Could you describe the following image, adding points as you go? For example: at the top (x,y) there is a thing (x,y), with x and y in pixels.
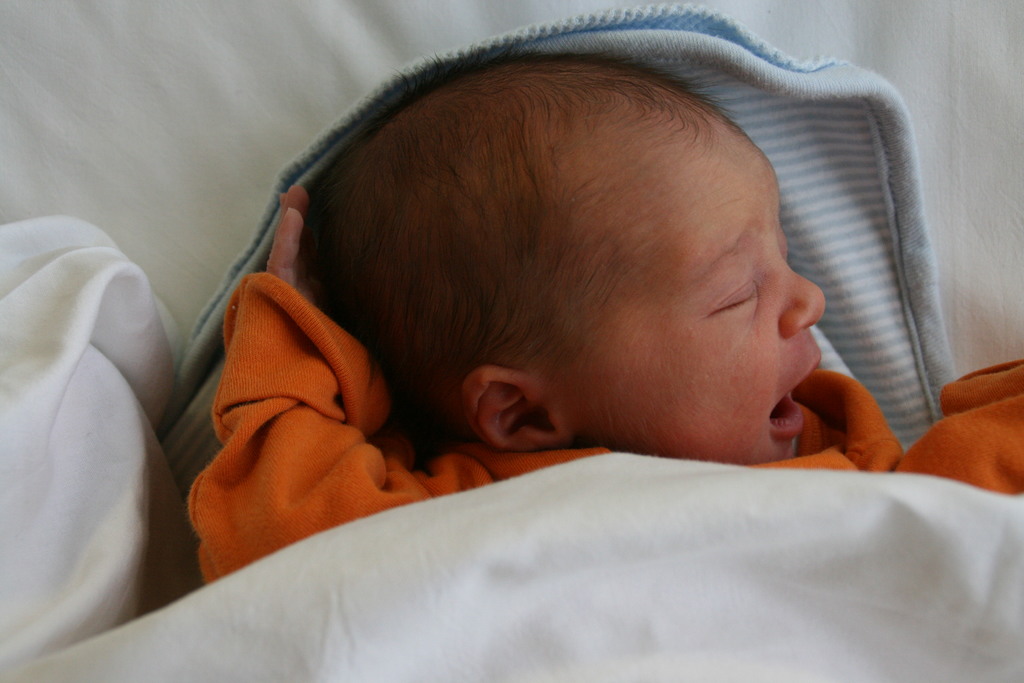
In this picture I can see a baby (614,381) is wearing orange color clothes (401,445). I can also see white color clothes (89,272) and some other color clothes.
